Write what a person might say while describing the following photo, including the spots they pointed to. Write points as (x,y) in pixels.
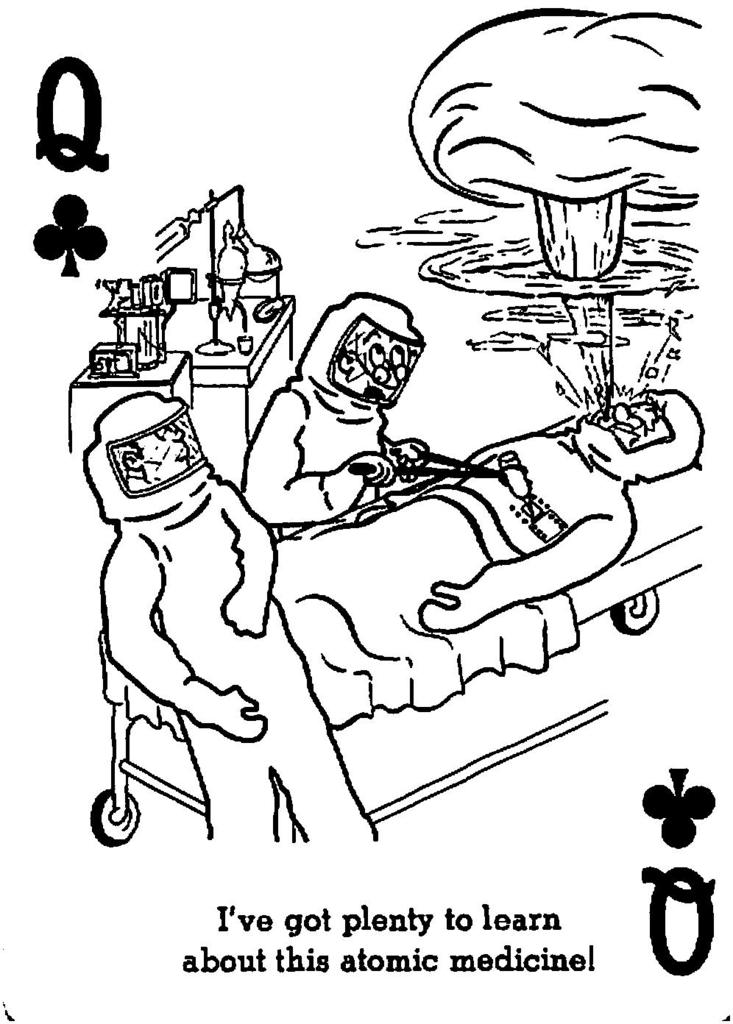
In this picture we can see a playing card (436,788). On this card (444,220) we can see a person (503,501) lying on the stretcher (422,788). There is another person (351,454) holding an object (499,471). We can see a few objects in the background (601,293). There is a text (239,957) in the bottom (299,963). We can see a person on the left side (237,782).
